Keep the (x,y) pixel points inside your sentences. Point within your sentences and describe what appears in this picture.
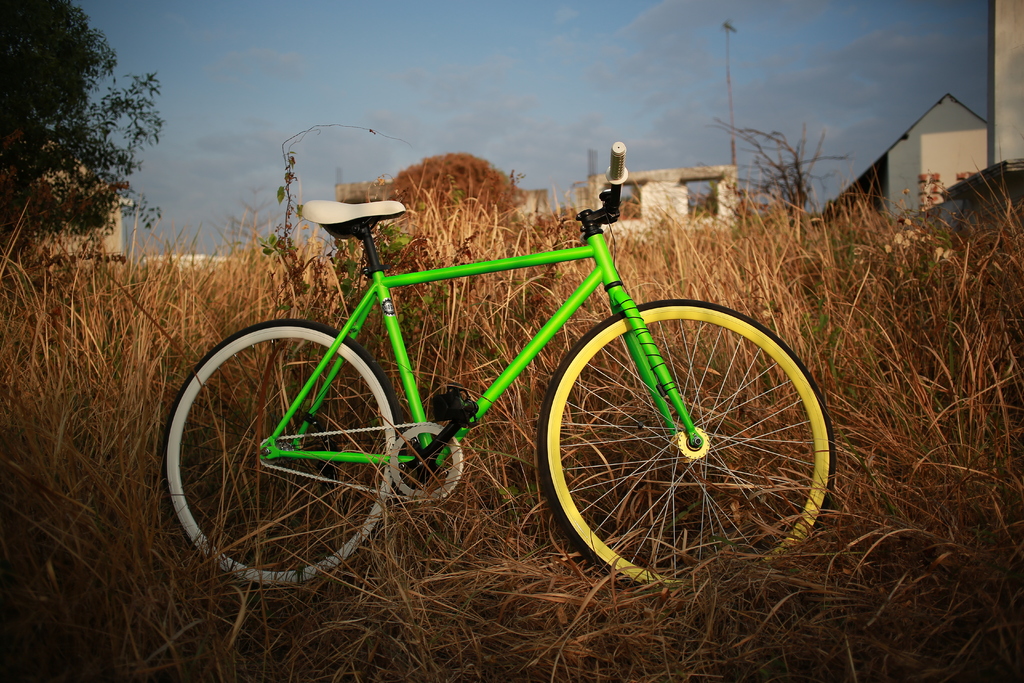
In this image we can see a cycle (559,437) parked beside the dried grass (447,464). On the backside (267,233) we can see some houses (920,204) with roof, a tree (73,204), pole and the sky (529,94) which looks cloudy.
